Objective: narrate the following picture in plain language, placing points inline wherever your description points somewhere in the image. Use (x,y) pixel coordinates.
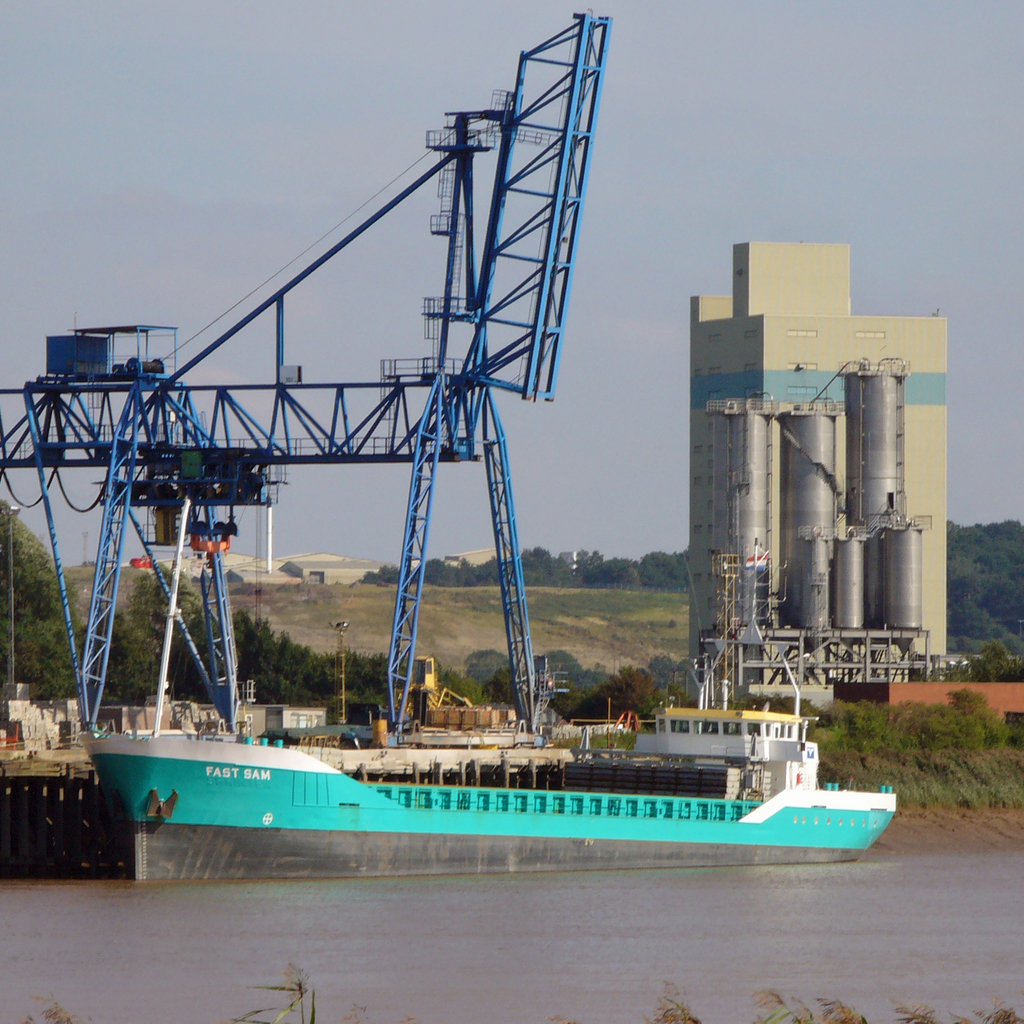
In this image at the bottom (464,931) there is a river (405,912) and in the river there is a ship (480,812), in the ship (480,812) there are some poles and in the background (421,609) there are some towers (710,536), trees (981,569), mountains (361,601) and buildings (322,566) and also we can see some poles (402,572) and objects (361,709). And at the top of the image (895,151) there is sky (226,193).
